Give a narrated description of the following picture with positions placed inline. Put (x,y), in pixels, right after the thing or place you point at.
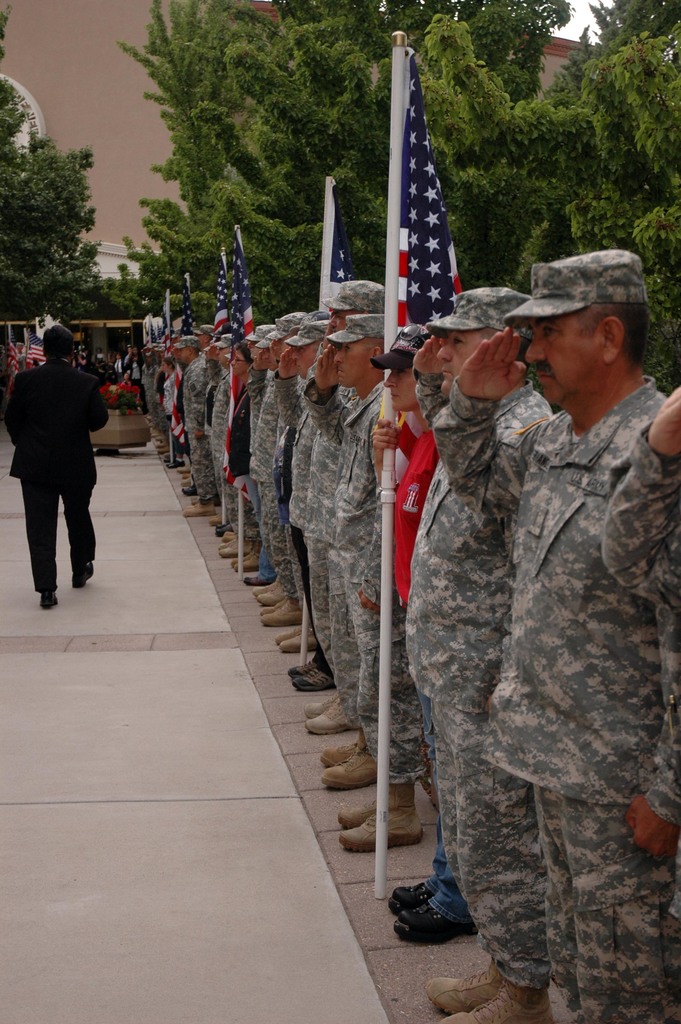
In this image I can see the group of people (339,538) standing and wearing the military uniforms (333,524). And I can see few people (243,344) are holding the flags (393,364). To the left (45,546) I can see one person (23,485) with the blazer (37,448). In the back (184,157) there are many trees (200,122) and the sky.
